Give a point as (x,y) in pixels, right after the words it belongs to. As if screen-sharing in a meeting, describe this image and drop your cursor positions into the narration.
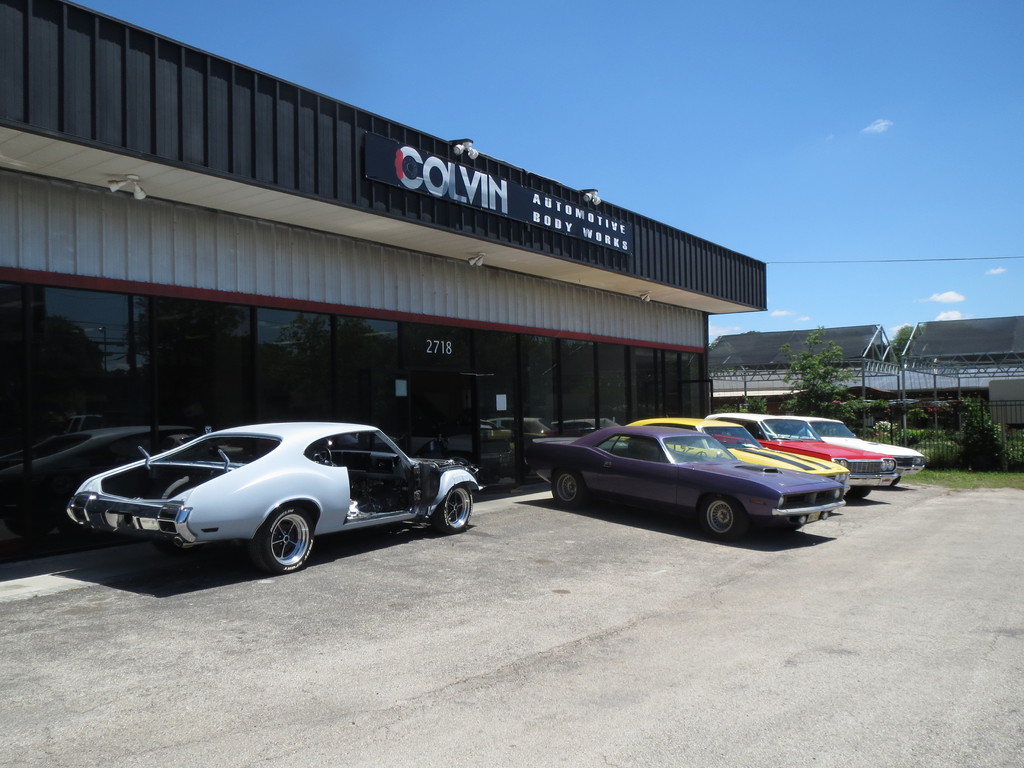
This image is clicked outside. There is a door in the middle (434,441). There are plants (923,419) and bushes (981,442) on the right side (914,428). There are cars (435,467) in the middle (377,494). There is sky (562,157) at the top (526,126).
